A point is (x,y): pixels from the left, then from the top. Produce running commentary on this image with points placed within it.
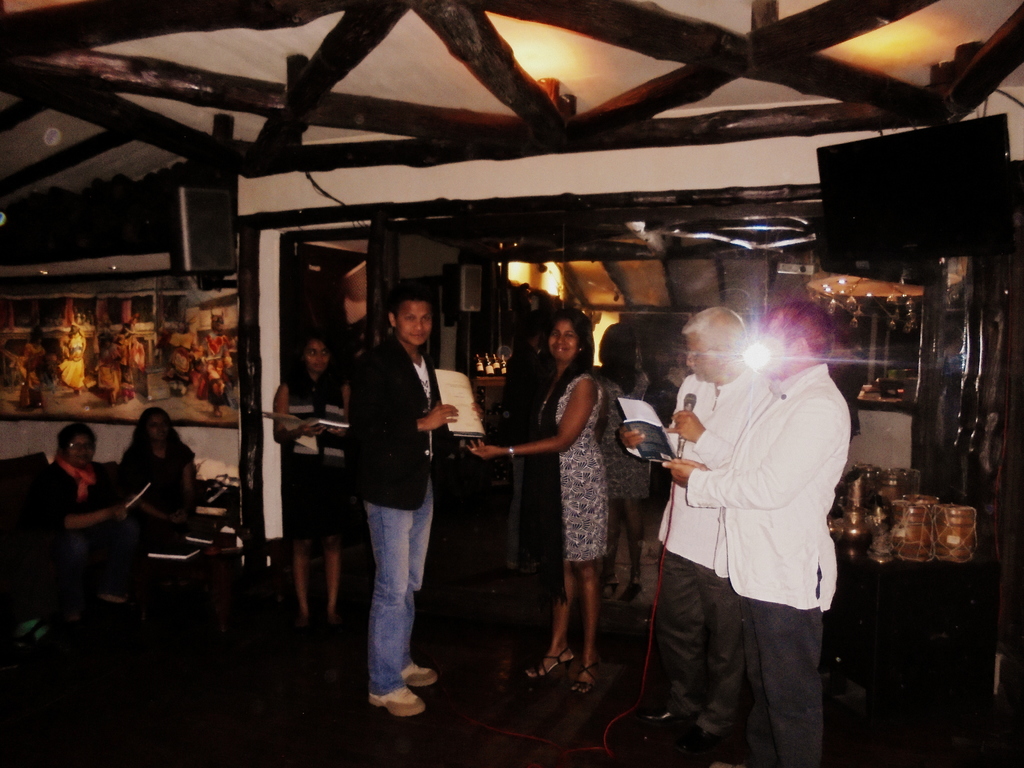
I can see a group of people (599,401) standing and two people (169,475) are sitting. This is the frame (52,376) attached to the wall (23,426). This looks like a wooden roof (500,59). I can see two men (705,436) holding a mike (683,445) and a book (656,430). This looks like a table (889,562) with few objects (904,533) on it. I can see the TV screen (873,147), which is attached to the wall (988,108).
